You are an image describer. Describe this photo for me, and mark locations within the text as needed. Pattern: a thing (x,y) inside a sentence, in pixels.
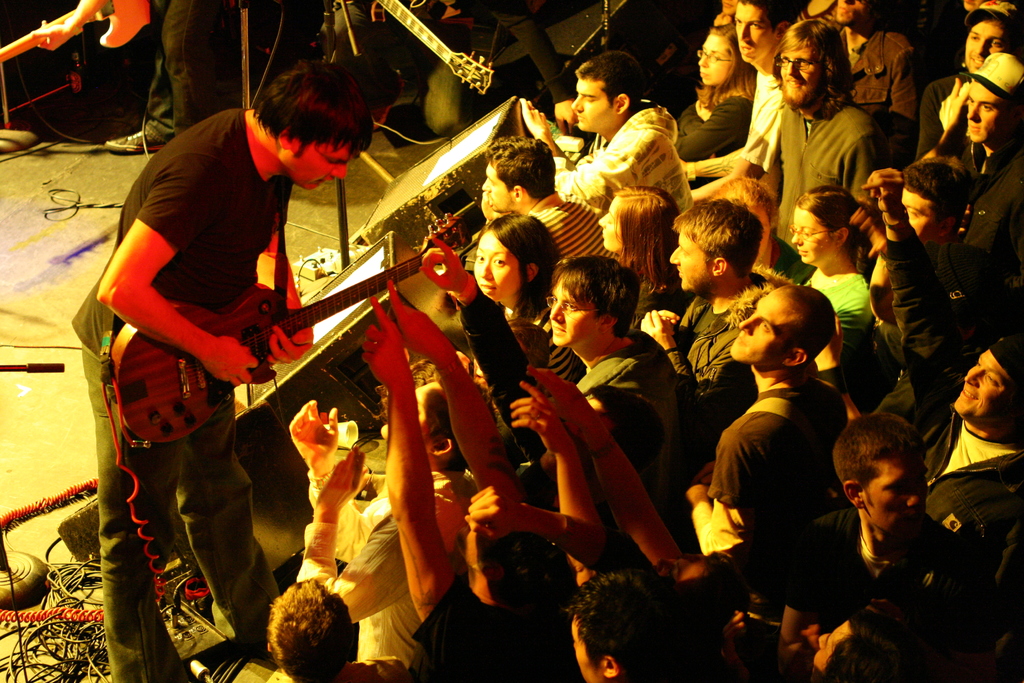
In this picture towards right (797,321) there are audience (680,270) cheering and towards left (137,175) it is stage (119,174), on the stage (118,219) there is a band (256,281). On the left (143,493) there is a person (155,457) playing guitar (182,404) and there are cables (36,624), mic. At the top (200,63) there are two people (196,42) playing guitar (421,25) and there is a mic (243,17).
